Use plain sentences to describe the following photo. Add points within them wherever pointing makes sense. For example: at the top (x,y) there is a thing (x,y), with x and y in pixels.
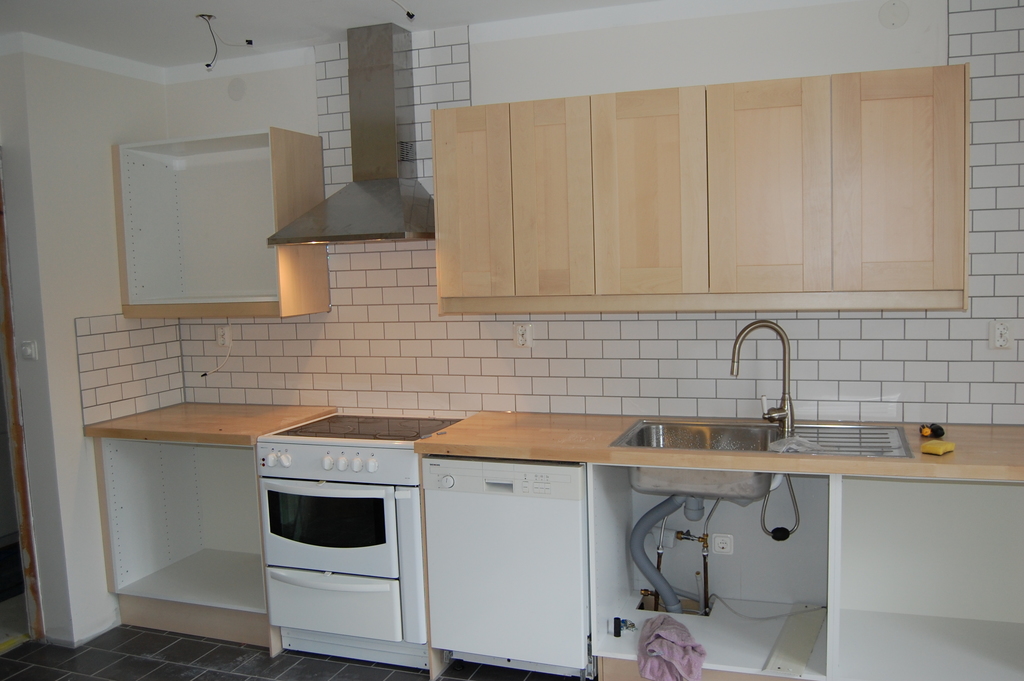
This picture is inside view of a kitchen (688,256). In this image we can see sink (731,427), tap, pipe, some objects (938,427), cupboards (513,231), kitchen chimney (340,222), stove (307,452), wall (191,91), cloth (659,641), door (23,474) are there. At the bottom of the image (191,644) floor (216,641) is there. At the top of the image (279,49) roof (275,44) is there.
